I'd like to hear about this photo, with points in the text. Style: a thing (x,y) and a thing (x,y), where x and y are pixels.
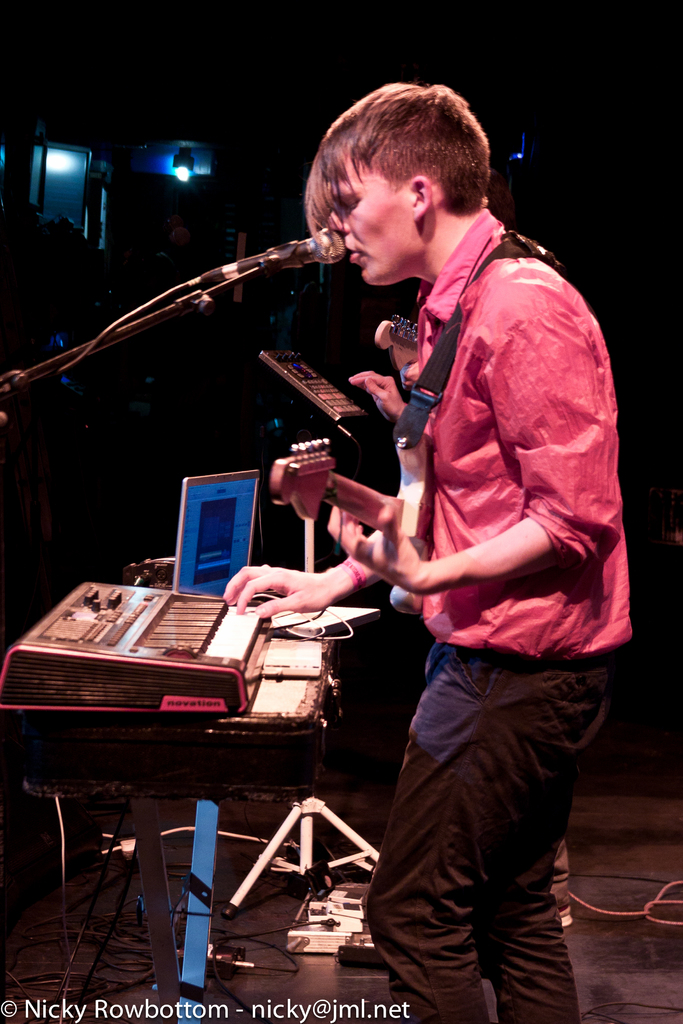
In the foreground of this image (438,715), there is a man (484,542) wearing a guitar (417,494), playing a keyboard (129,684) standing in front of a mic stand (289,263). Behind him, there is another person (373,388) playing musical instrument (402,345) and the background image is dark, where we can see a light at the top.
